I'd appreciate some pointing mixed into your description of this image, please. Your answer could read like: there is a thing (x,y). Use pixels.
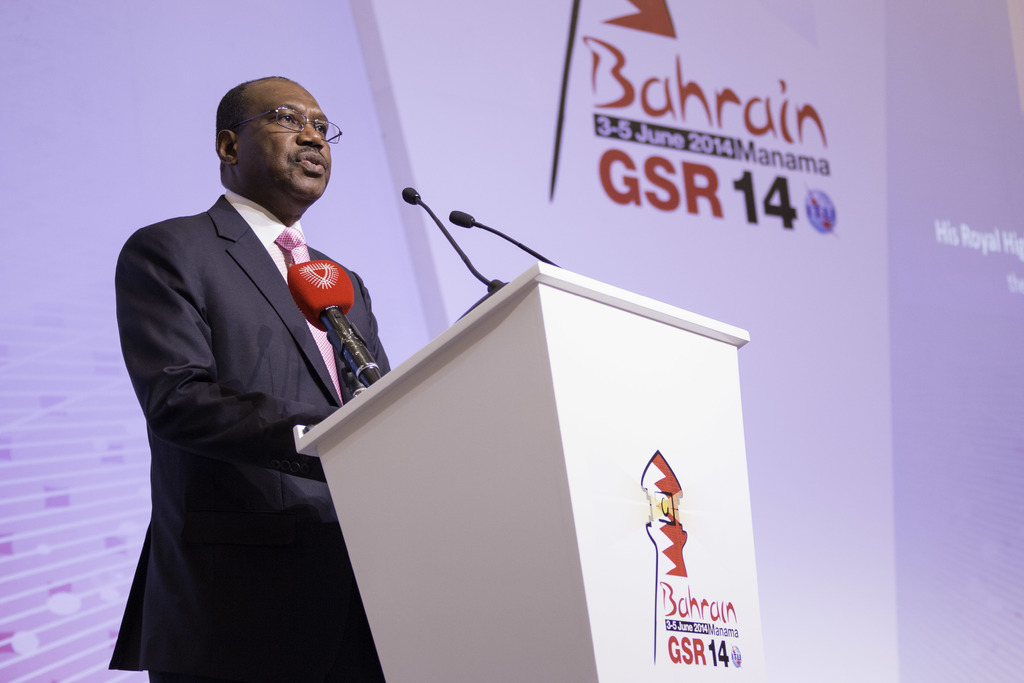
In this picture there is a man (294,162) wearing black suit (161,224) and standing and giving a speech. In the front (361,466) there is a white color speech desk (726,410). In the background (381,89) there is a white banner (555,69).
